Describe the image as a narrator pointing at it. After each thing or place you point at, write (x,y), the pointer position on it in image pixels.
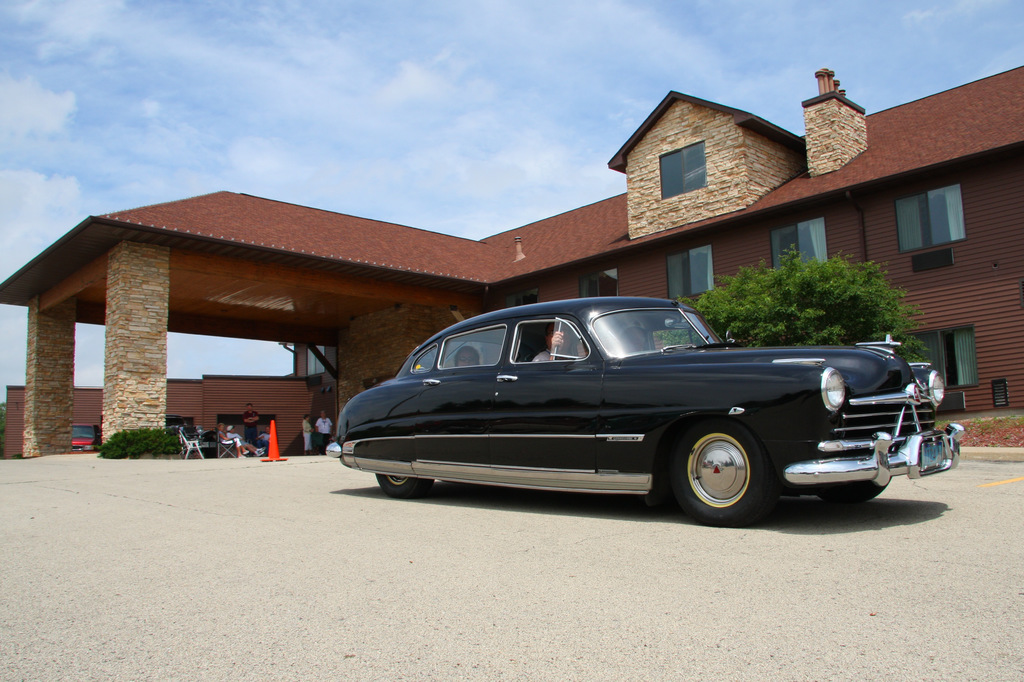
In this image there is a building (273,395), in front of the building (138,422) there are a few people (256,440) standing and few are sitting on their chairs (182,452), there are vehicles (83,428) parked and there are a few people (536,358) sitting in the vehicle (505,359), behind the vehicle (508,349) there is a tree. In the background (500,129) there is the sky (477,65).
